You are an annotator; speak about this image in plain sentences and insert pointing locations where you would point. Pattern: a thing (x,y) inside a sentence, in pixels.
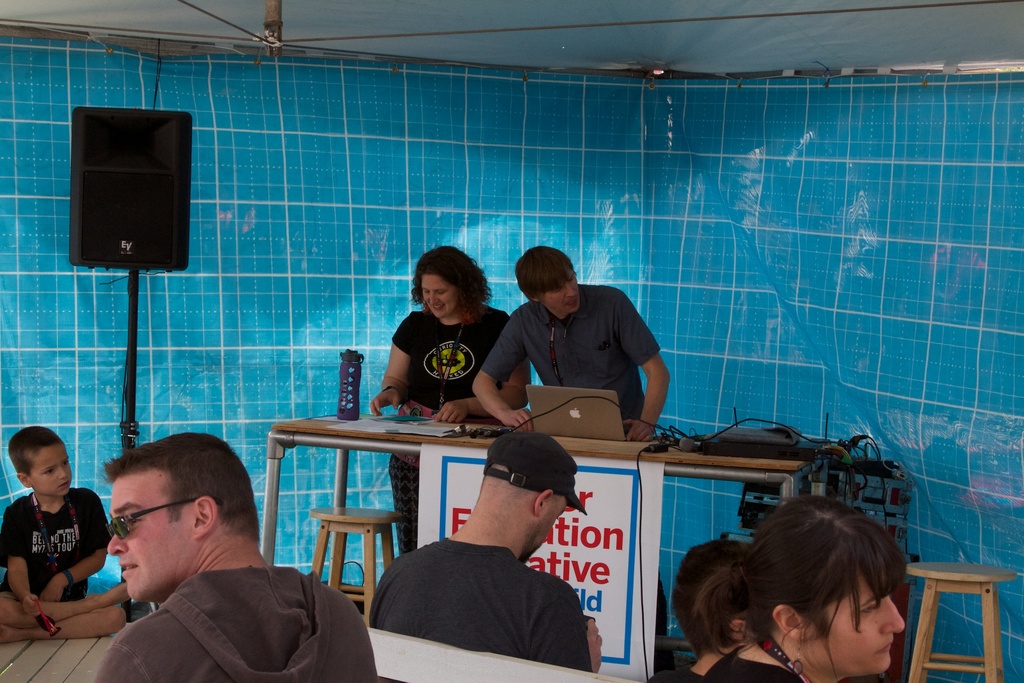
In this picture we can see few people (185,585) sitting on the bench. On the table (654,455) we can see paper (439,434), bottle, laptop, cable (664,447), microphone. These 2 persons (553,261) standing. These is speaker (130,194) With stand (133,359). This is banner (649,470) attached with table (671,463). We can see chairs (950,563).
